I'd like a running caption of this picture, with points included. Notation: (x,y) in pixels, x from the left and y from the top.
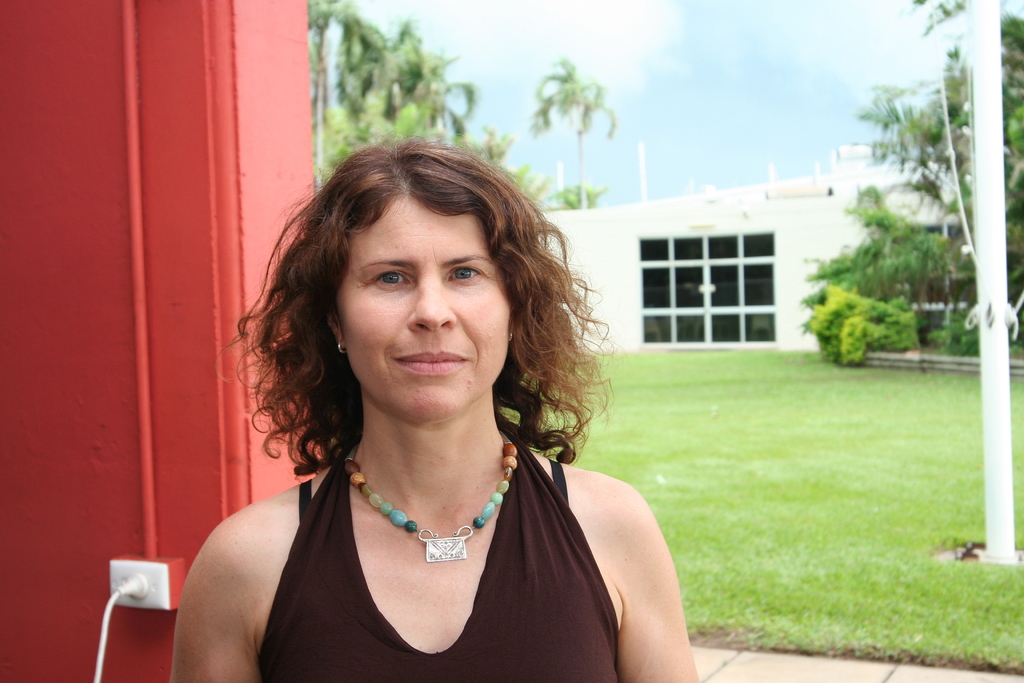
In this image I can see a person (499,448). In the left side of the image (206,184) it looks like a wall (186,268). There is grass (926,437), a pillar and a building (787,299). Also there are trees (892,245) and in the background (679,110) there is sky (625,105).
